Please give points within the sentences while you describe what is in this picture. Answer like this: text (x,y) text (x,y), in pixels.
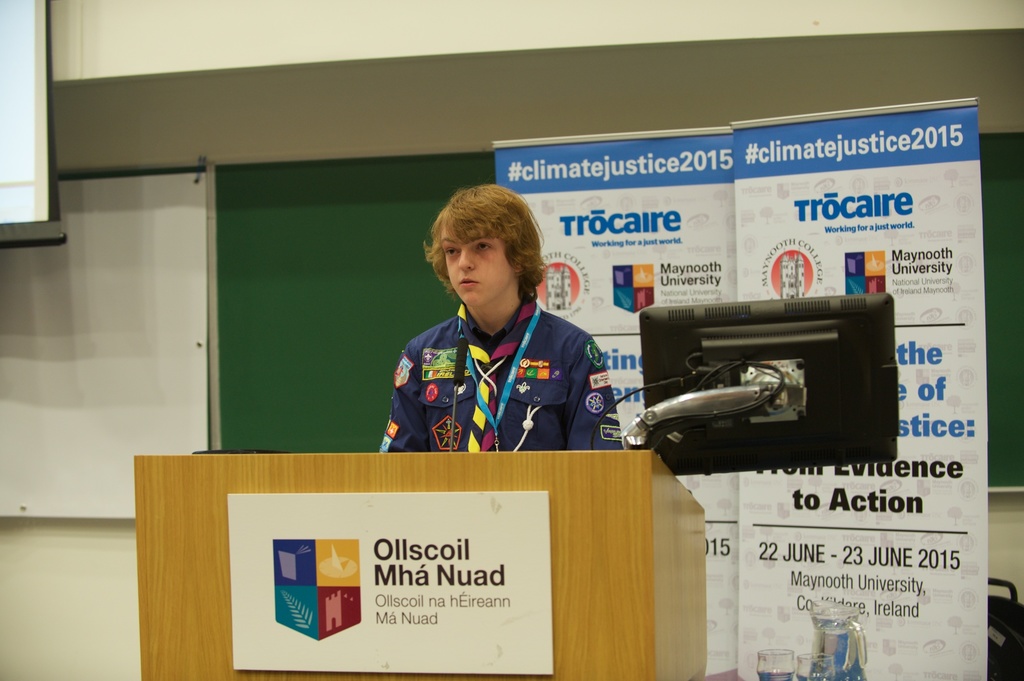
In this picture there is a person (571,414) in the center of the image (517,373) and there is a desk (392,551) in front of him, there is a monitor (664,371) on the right side of the image (815,361), there are posters (756,250) and a board (988,235) in the background area of the image (598,216) and there is a projector screen (18,60) in the top left side of the image (41,60).
